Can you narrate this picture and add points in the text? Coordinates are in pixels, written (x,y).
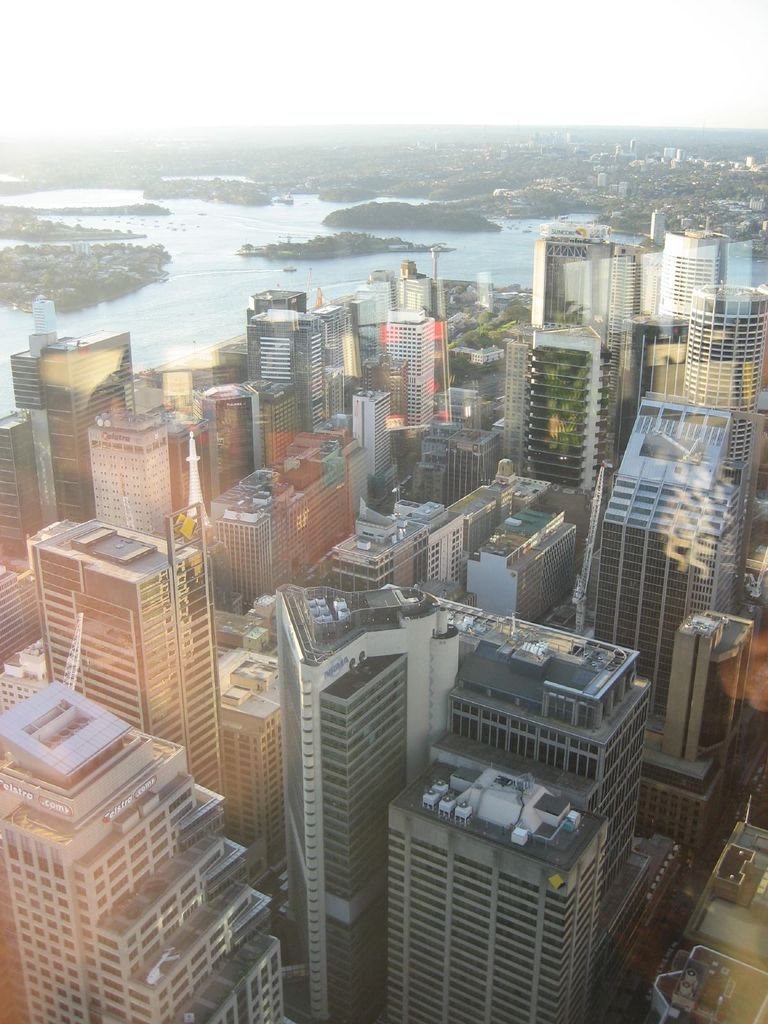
In this picture we can see buildings (651,461) in the front (603,334), in the background (448,261) there is water (207,261), we can see the sky (498,17) at the top of the picture (405,63).
